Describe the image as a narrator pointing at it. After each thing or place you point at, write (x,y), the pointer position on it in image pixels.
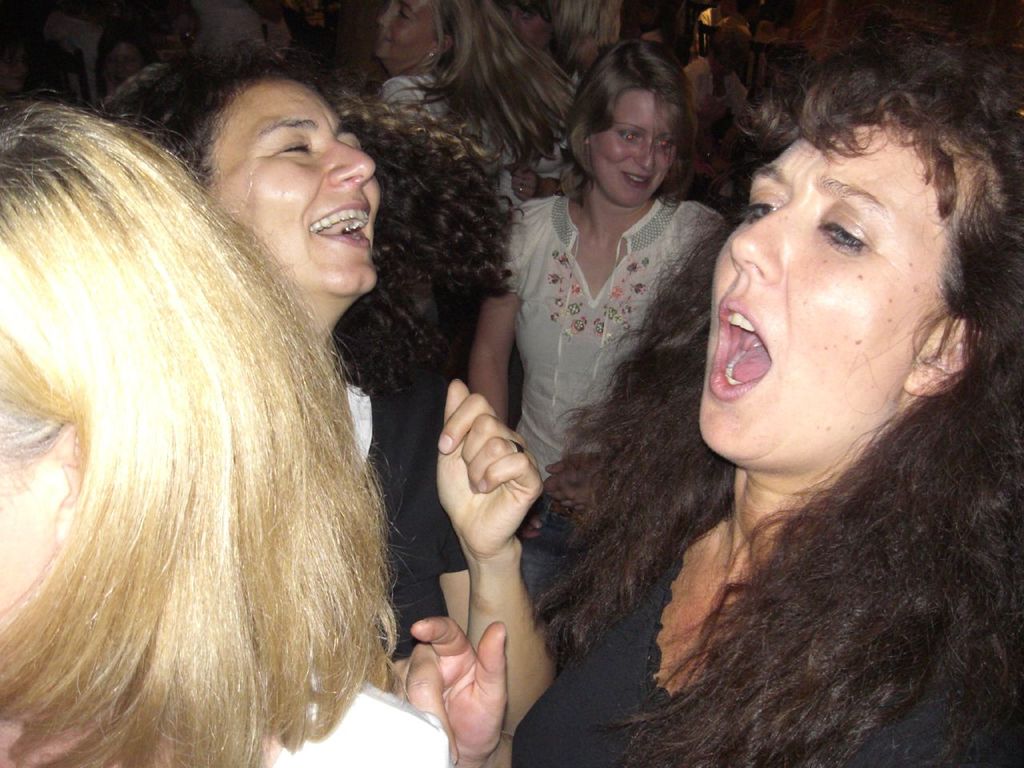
In this picture I can see a group of women (556,293) are smiling.
